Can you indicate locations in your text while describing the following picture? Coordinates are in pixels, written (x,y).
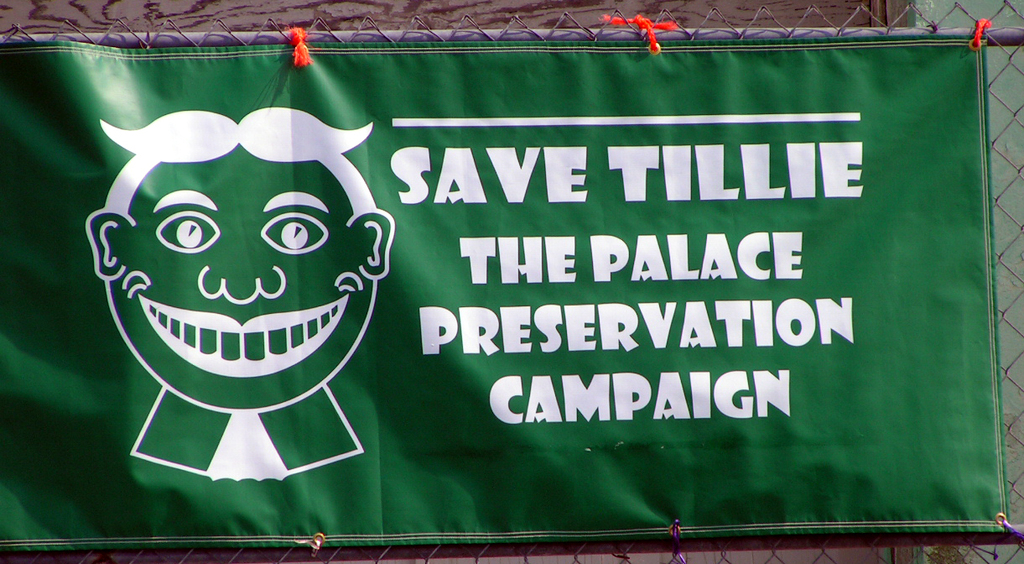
In the foreground of the picture (351,344), there is a banner (395,145) with some text (555,312) is on a fencing (991,99).
